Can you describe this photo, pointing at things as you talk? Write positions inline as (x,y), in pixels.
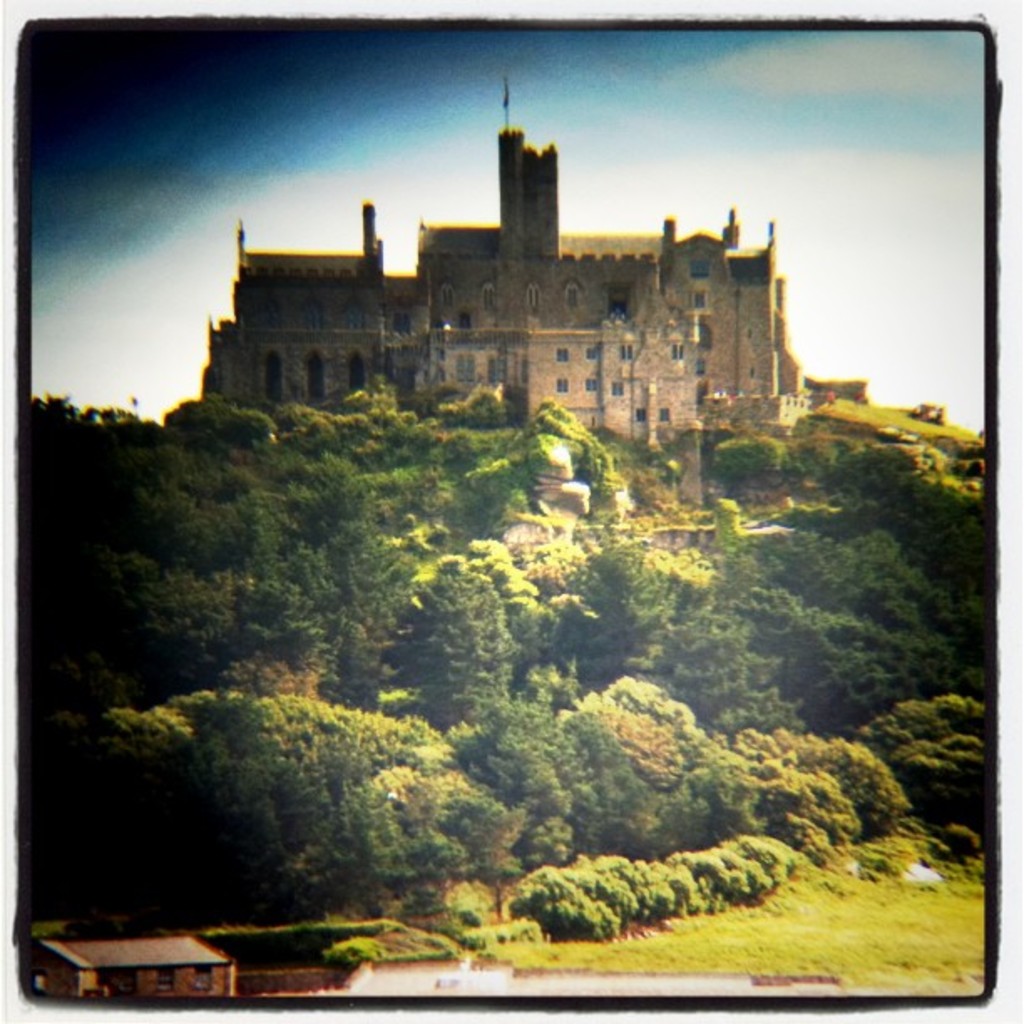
In the image we can see some trees (883,771) and grass (946,944) and castle (263,396). Behind the castle (693,340) there are some clouds (939,60) and sky (730,150). In the bottom left corner of the image (183,969) there is a building (183,969).
